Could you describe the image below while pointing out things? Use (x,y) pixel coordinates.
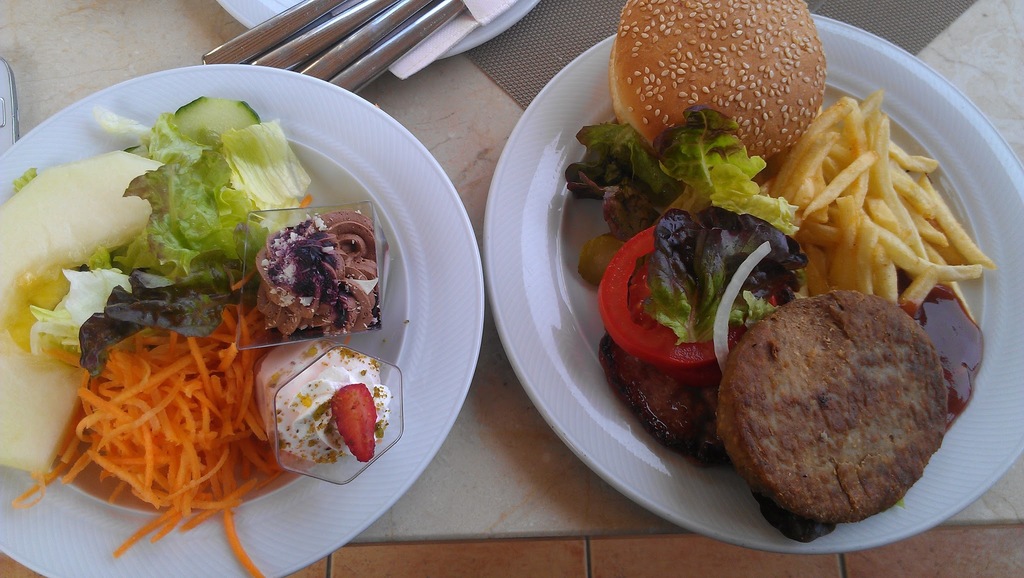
There are food items (698,348) on the plates (570,417) in the foreground area of the image (622,75) and spoons (305,49) at the top side (350,49).
